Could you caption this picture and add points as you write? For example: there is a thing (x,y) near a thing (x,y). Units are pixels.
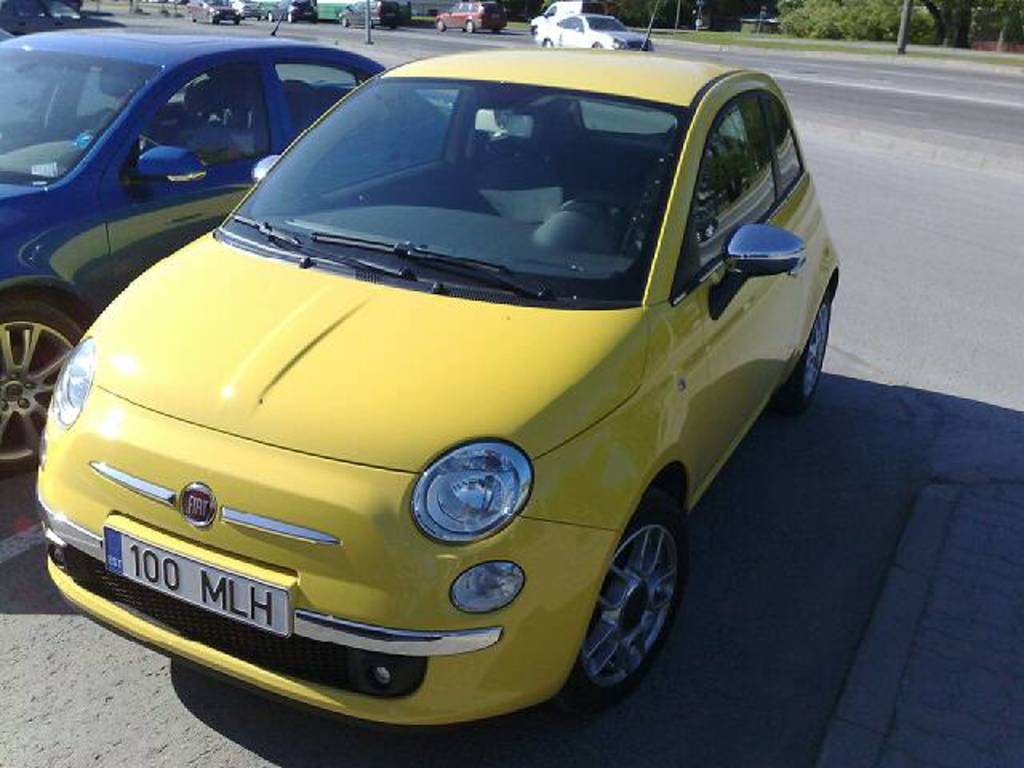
In this image we can see cars (333,363) on the road (786,532). In the background of the image (873,19) there are trees (780,26), poles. There are vehicles (377,17) on the road (975,116).
